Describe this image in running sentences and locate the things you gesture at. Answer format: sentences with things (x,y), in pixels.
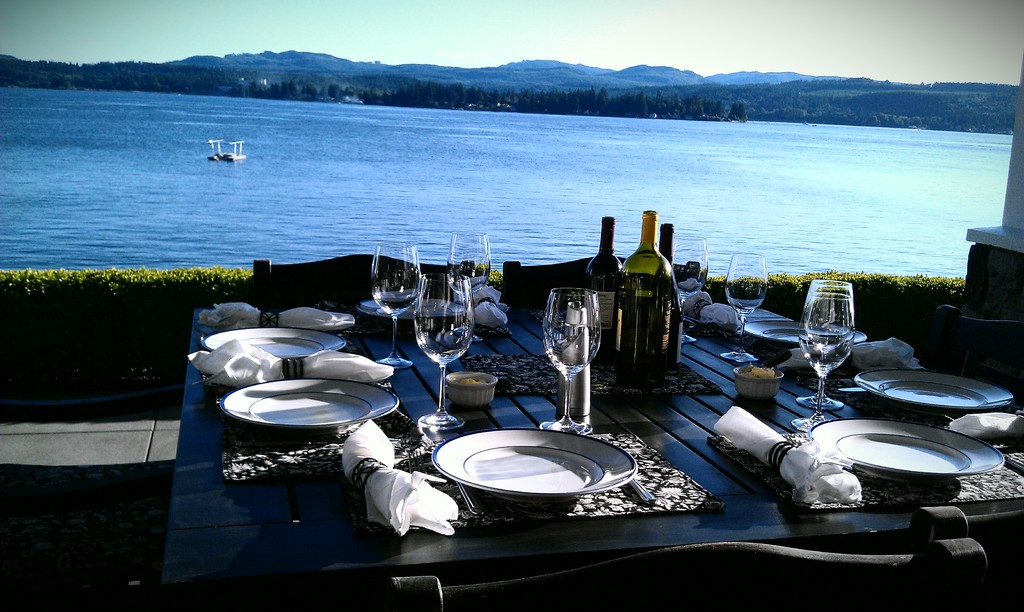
On the background of the picture (619,46) we can see sky (790,46), hills (646,73). This is a sea (487,175). This is a boat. These are plants (124,322). these are chairs (952,309). In Front of a picture we can see table (432,537) and on the table (426,464) we can see plates (514,450), glasses (547,353), bottles (677,315), Clothes (766,455) and spoons (644,498).
